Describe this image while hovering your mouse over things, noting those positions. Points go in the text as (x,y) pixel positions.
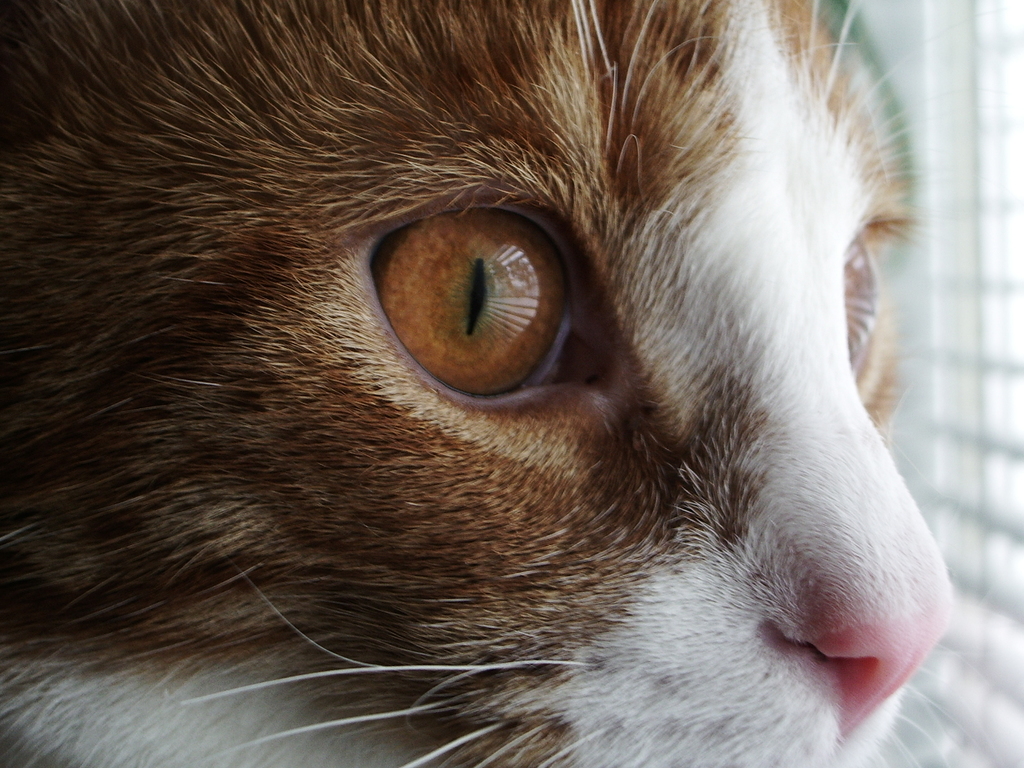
This is a picture of a cat (729,362), and there is blur background (970,423).
